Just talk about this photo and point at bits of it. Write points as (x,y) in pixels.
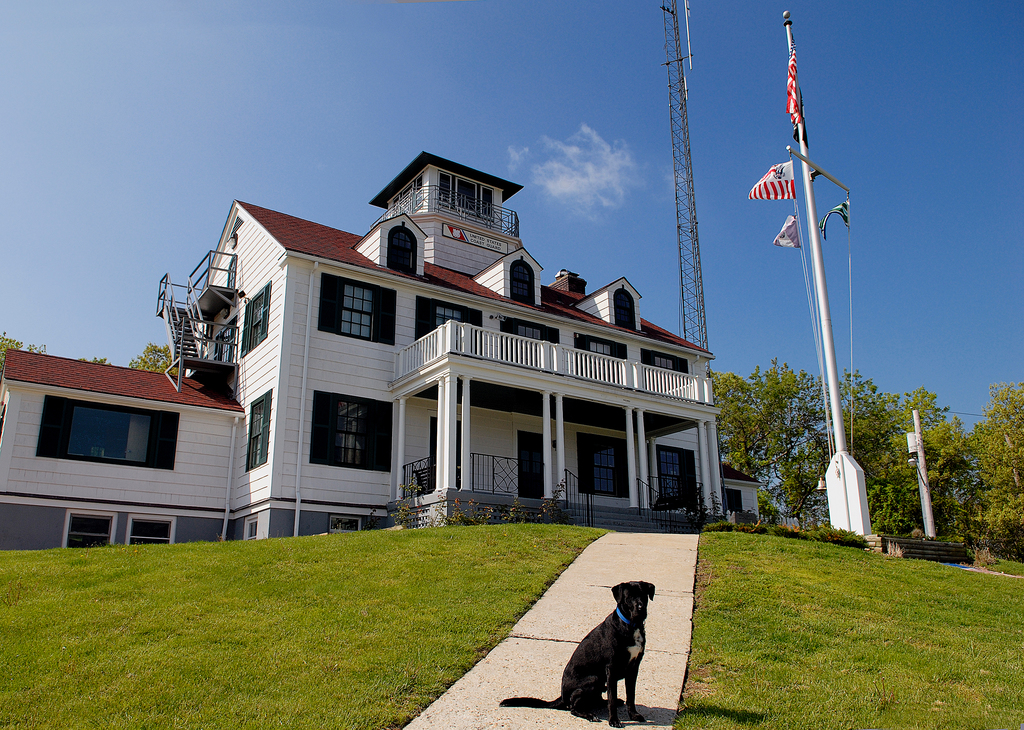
Beside this black dog (616,650) there is a grass (336,598). Background (192,375) there is a building (363,366) with windows (363,406), trees (956,439), flags (771,185), tower (694,185) and plants (819,542).
